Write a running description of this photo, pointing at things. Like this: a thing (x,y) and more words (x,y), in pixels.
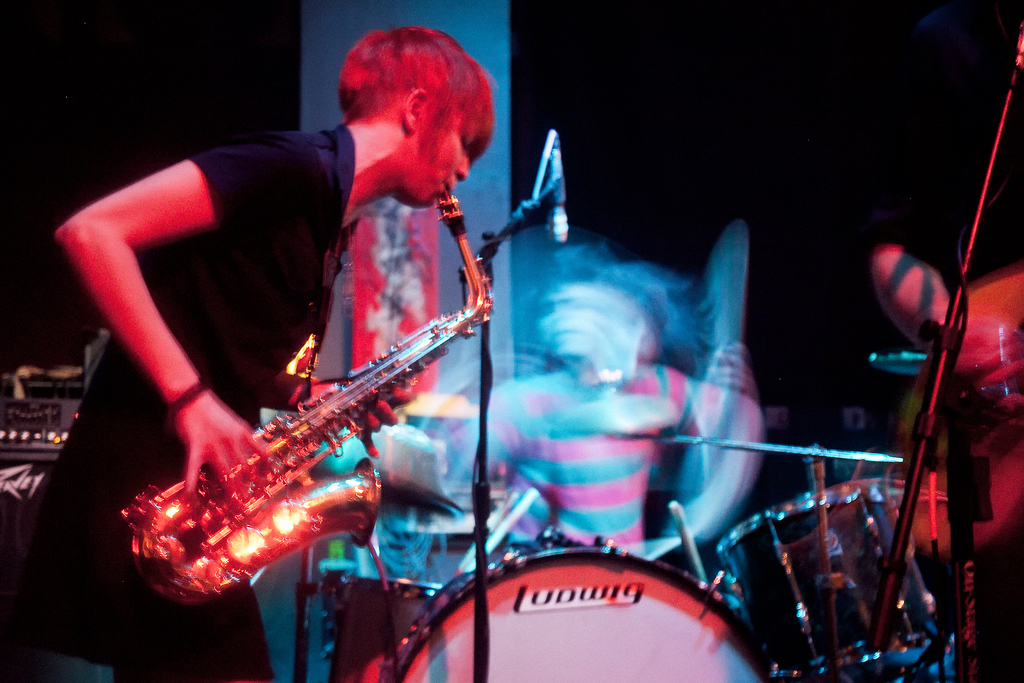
In this image, we can see a person (287,200) standing and holding a musical instrument (268,497), we can see some music drums (615,636).
